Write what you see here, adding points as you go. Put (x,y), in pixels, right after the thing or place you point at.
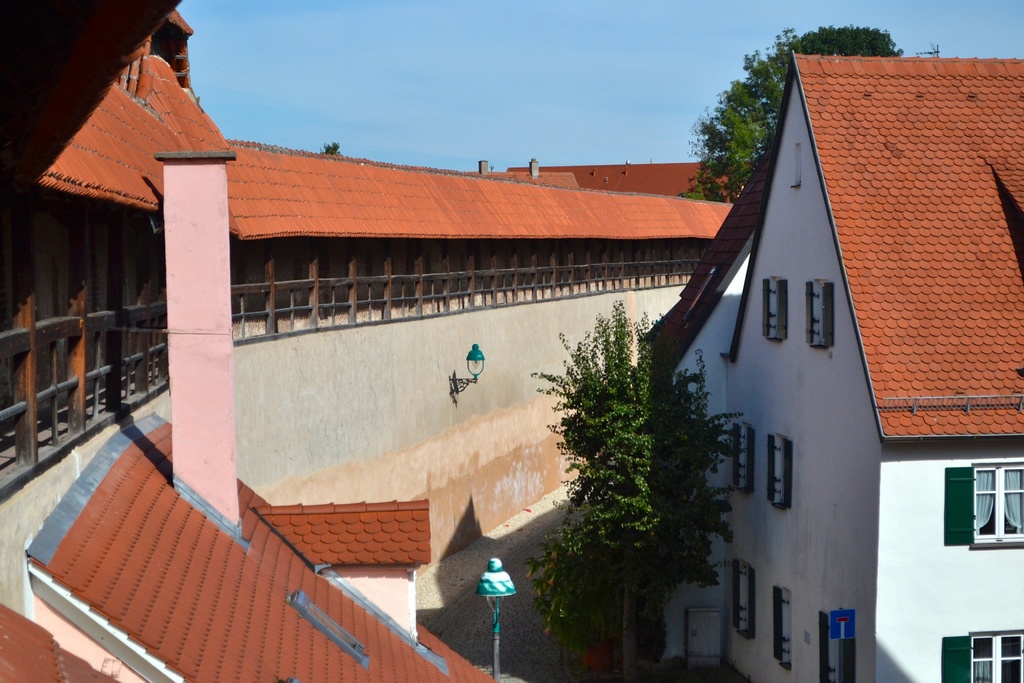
In this image I can see buildings (10,672). There is a tree (604,448) in the center (619,448). There is a fence (68,322) on the left (38,334). There is a tree (817,46) at the back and there is sky (437,51) at the top (424,67).
